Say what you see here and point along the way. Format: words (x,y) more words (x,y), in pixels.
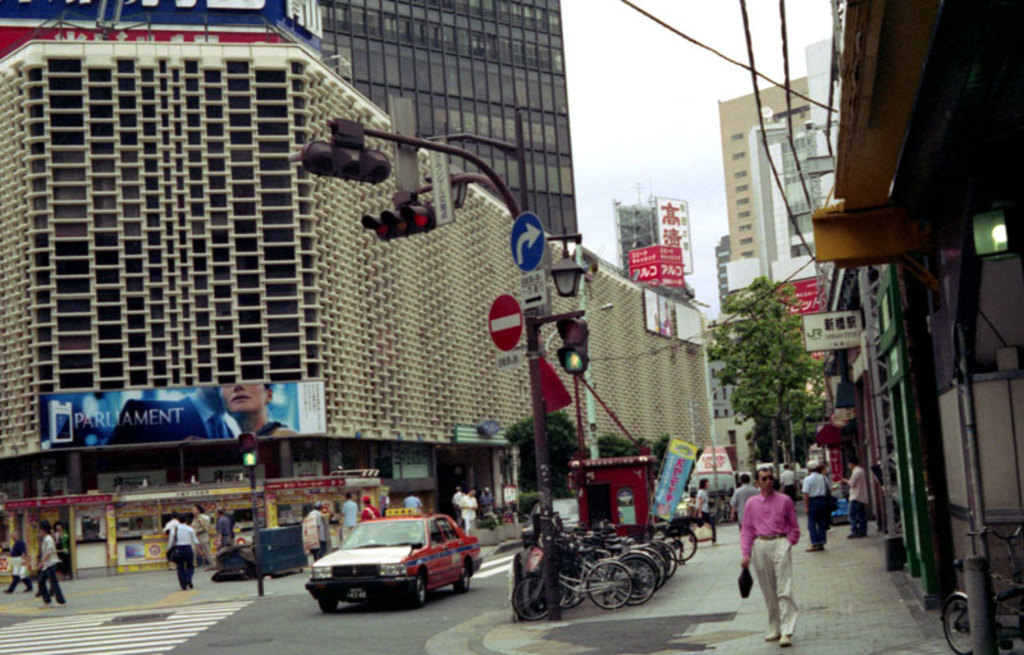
In this image I see number of buildings (811,234) and I see few cars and cycles (619,564) over here and I see the path (448,593) and I see number of people (855,507) and I see the pole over here on which there are sign boards (524,240) and traffic signals (560,322) and I see another pole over here on which there is another traffic signal (251,438) and I see a board (229,408) over here on which there is a picture (265,416) of a person (239,408) and a word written and I see the trees (716,335) over here. In the background (596,69) I see the sky (714,117).
